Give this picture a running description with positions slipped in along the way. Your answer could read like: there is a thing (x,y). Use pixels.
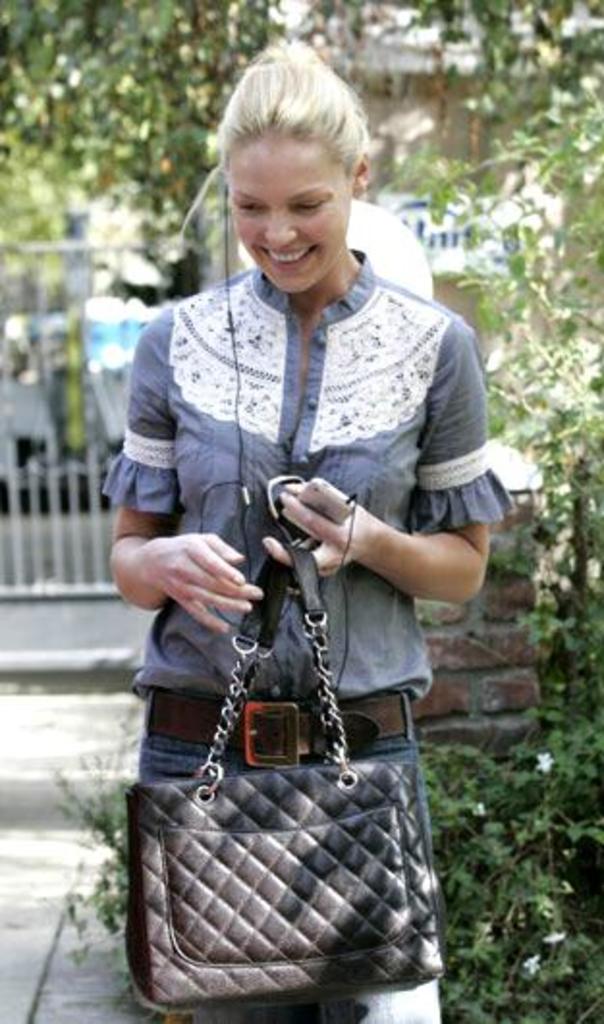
This person (140,778) standing and holding bag (298,830) and mobile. On the background (19,9) we can see tree (100,8), fence (28,480).
